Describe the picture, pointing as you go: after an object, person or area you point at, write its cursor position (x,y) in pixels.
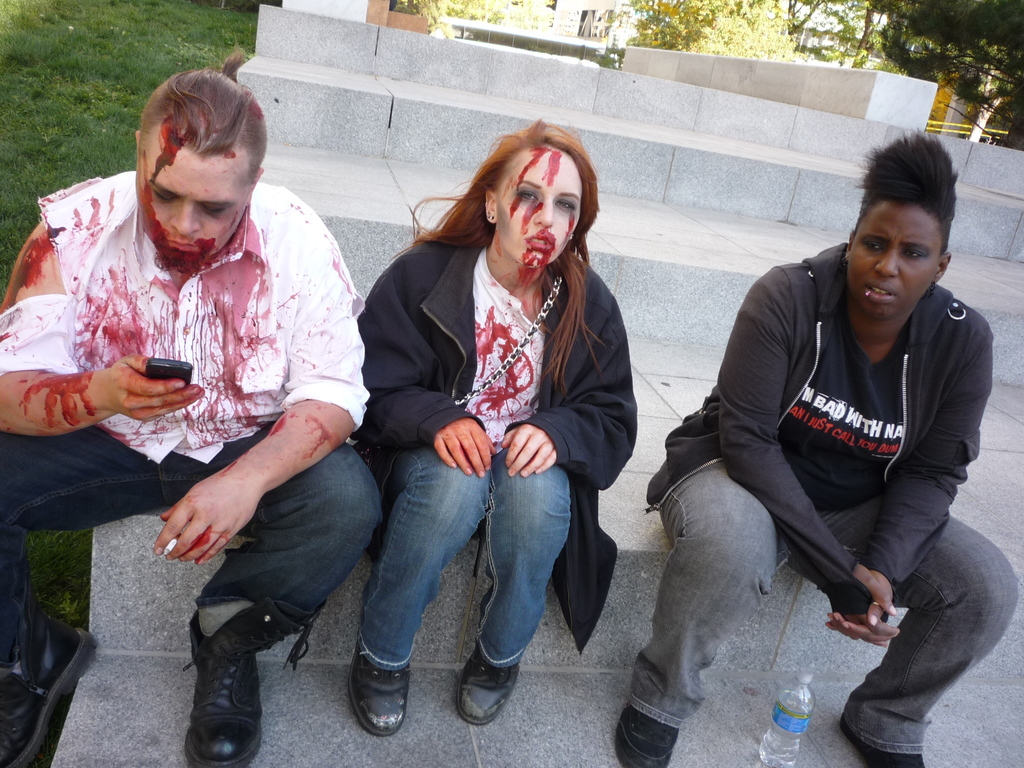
In this picture we can see three people (416,461) sitting on the step (598,520) and one person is holding a mobile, in front of them we can see a bottle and in the background (780,18) we can see few steps (657,281), grass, trees (756,48) and few objects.
